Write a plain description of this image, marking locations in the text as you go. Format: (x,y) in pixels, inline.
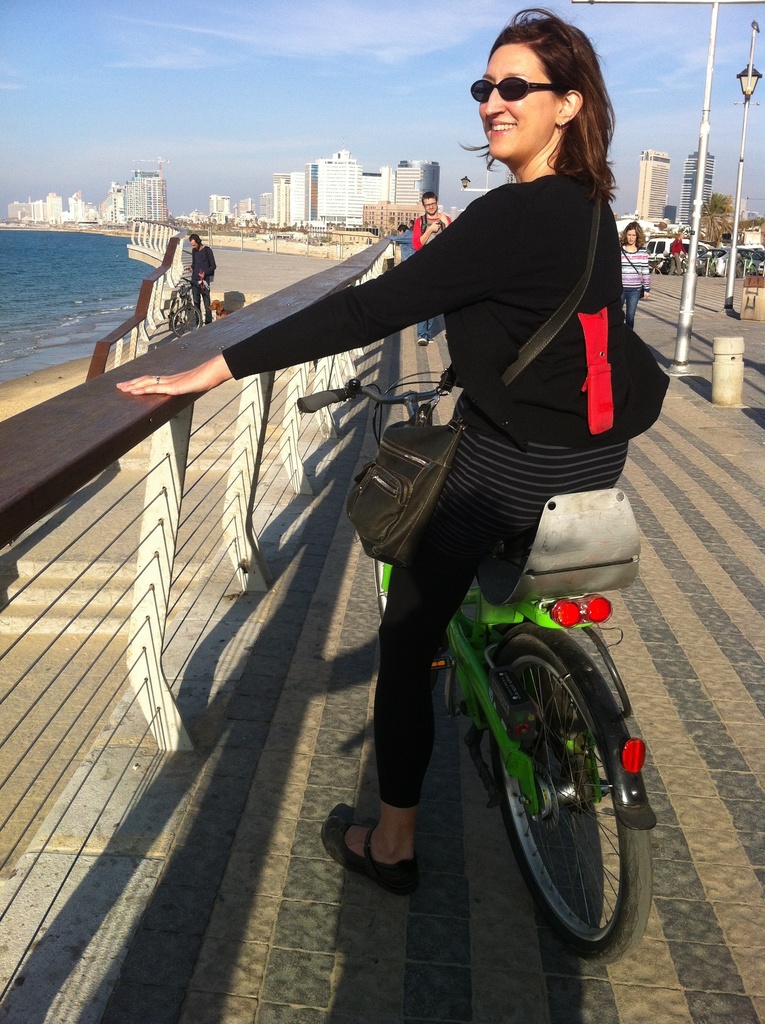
Here we can see a woman (576,400) sitting on her bicycle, she is having a bag (432,433) and goggles (522,86) and in front of her we can see people (430,225) walking, there are buildings (140,201) present far away and the sky (314,48) is clear.
